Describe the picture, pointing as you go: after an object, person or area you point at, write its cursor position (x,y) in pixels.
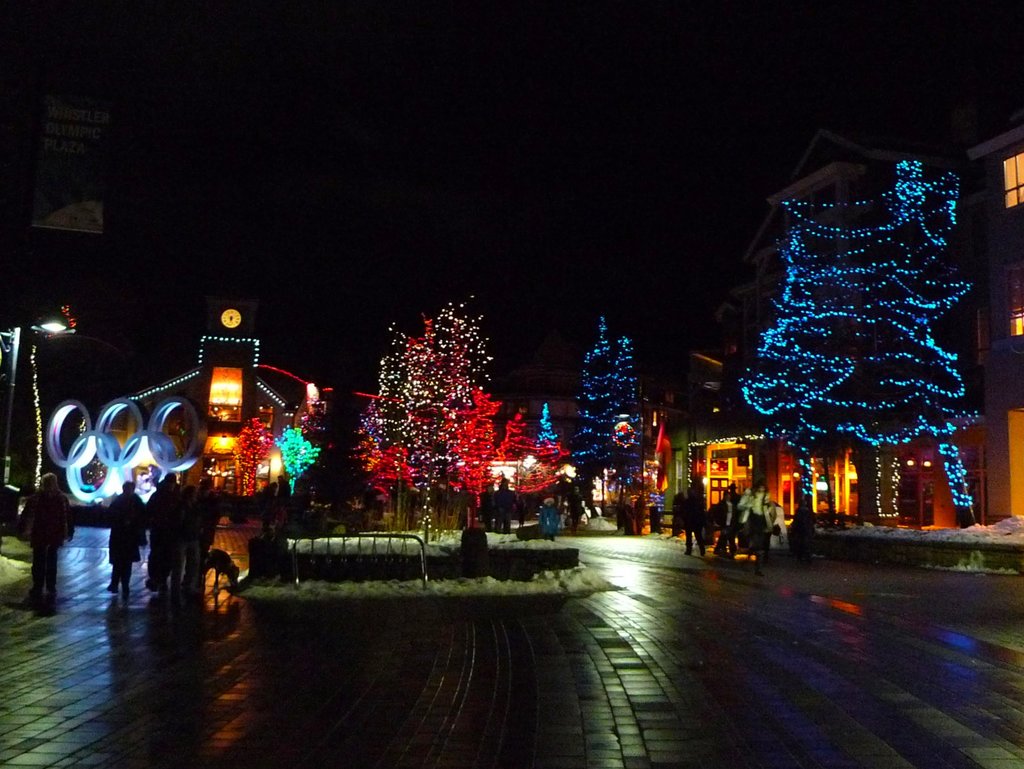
In this image, there are some trees (587,391) contains lights (409,422). There is a building (984,290) on the right side of the image (956,251). There is a sky (523,94) at the top of the image (488,78).
